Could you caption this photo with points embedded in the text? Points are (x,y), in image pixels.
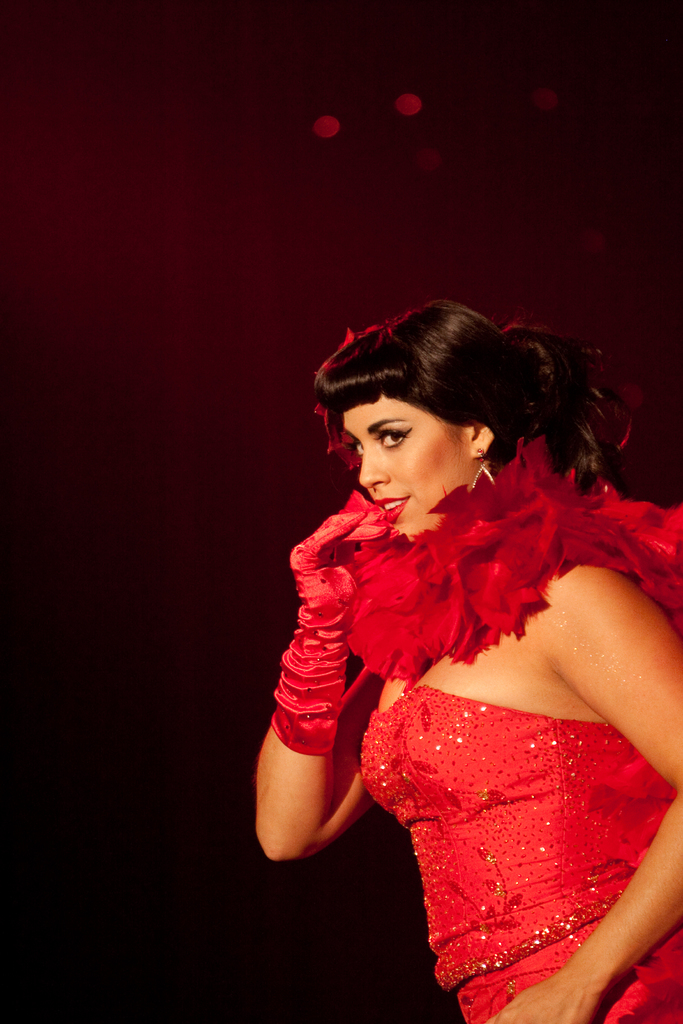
In this image, on the right side (469,395), we can see a woman (496,537) wearing a red color. In the background (124,656), we can see the red color.
